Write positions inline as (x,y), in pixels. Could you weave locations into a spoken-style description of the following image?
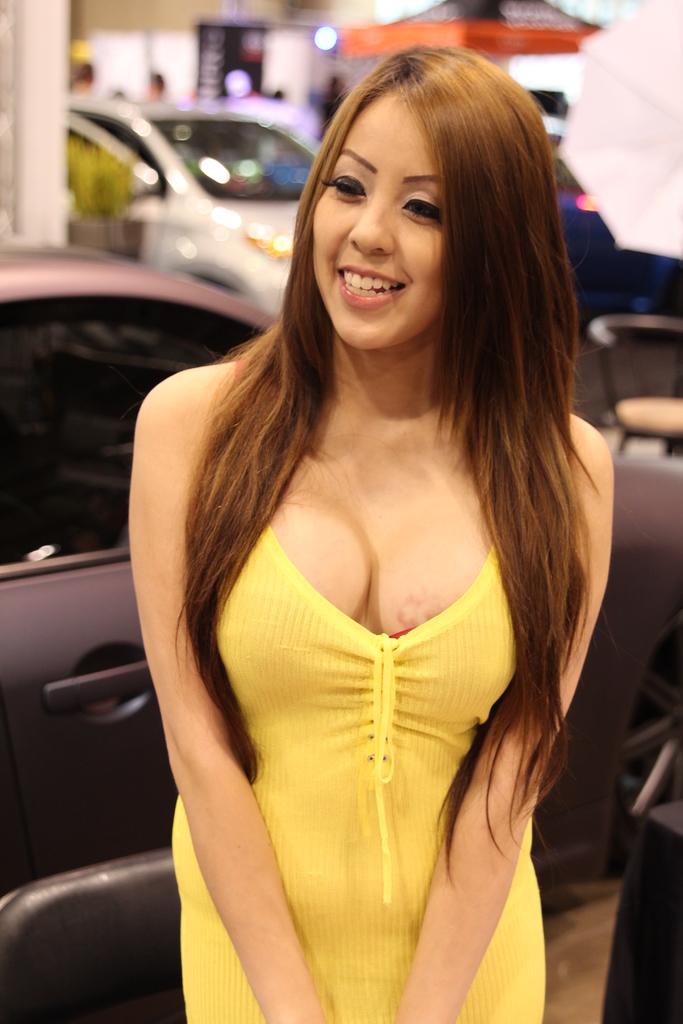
In this image we can see a woman (260,684) wearing yellow color dress (211,955) is smiling. The background of the image (618,681) is slightly blurred, where we can see the cars (20,472).
